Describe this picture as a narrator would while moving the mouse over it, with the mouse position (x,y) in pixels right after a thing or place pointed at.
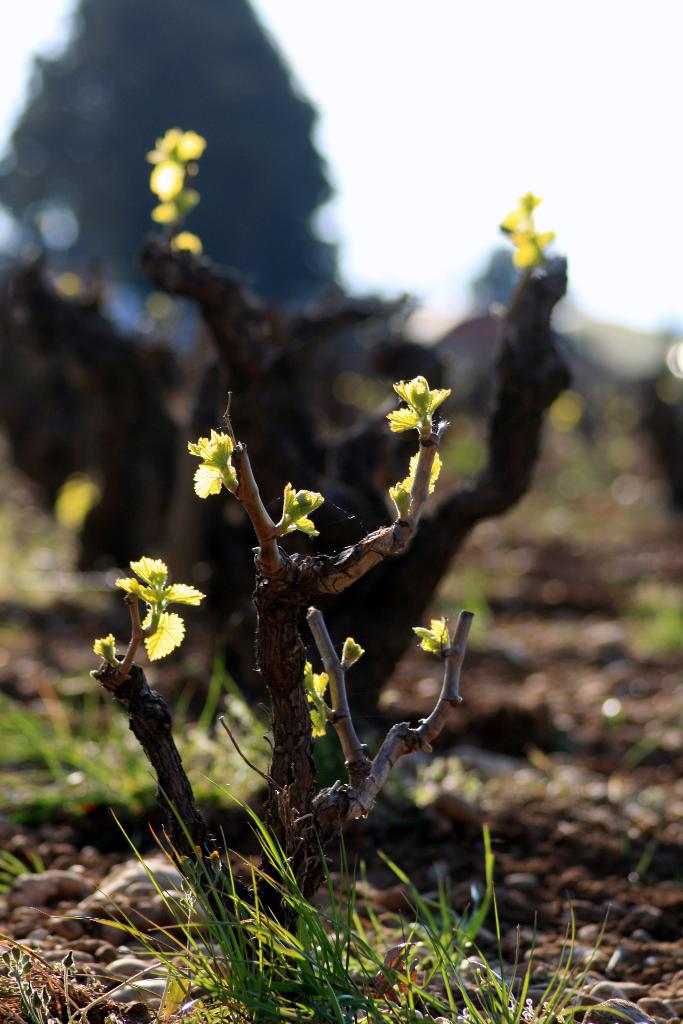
In this picture we can see grass (371,980) and plants (289,751) at the bottom (379,939), we can see soil (597,871) and stones (633,913) here, there is a blurry background (570,755).
